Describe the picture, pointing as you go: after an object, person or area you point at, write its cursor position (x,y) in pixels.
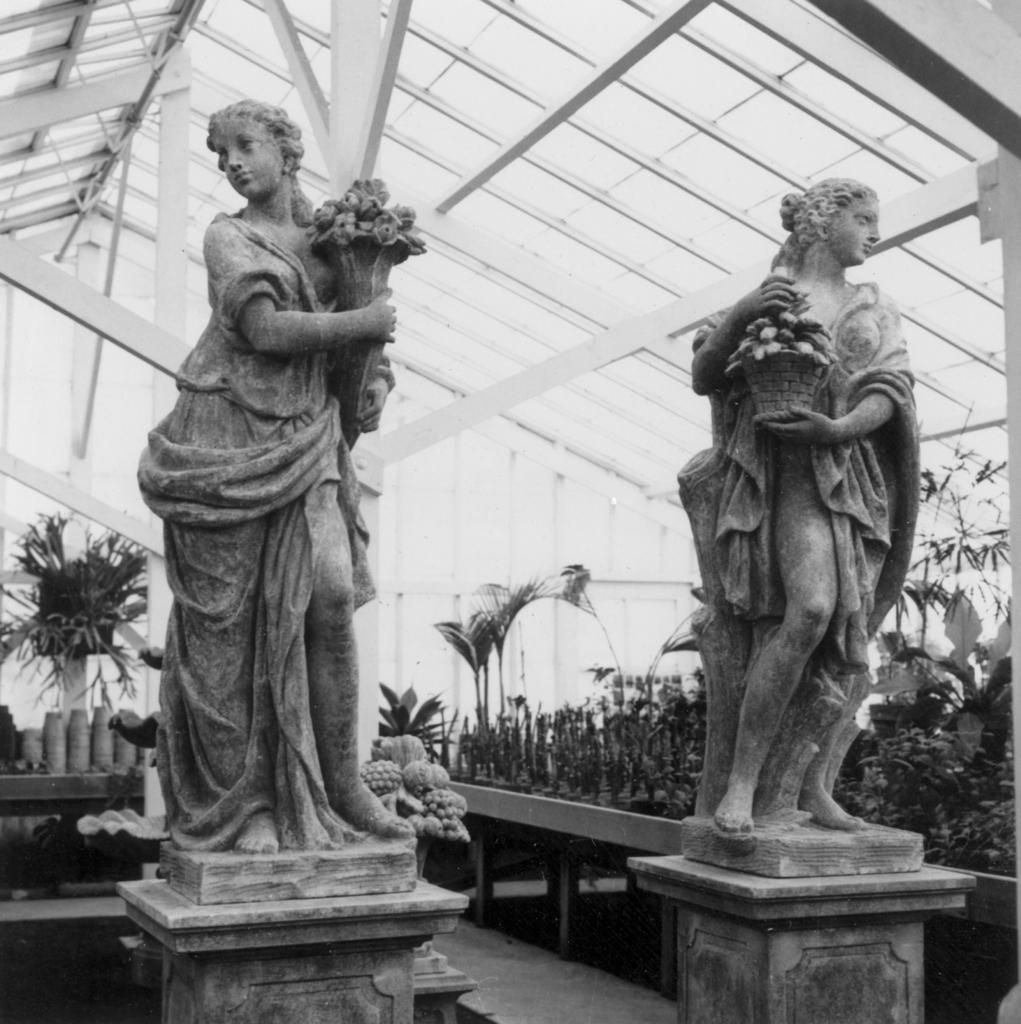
In this image there are two sculptures (800,626) of two persons (787,629) holding plants (795,331), and at the background (992,707) there are plants (989,673) and pots (11,733) on the tables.
